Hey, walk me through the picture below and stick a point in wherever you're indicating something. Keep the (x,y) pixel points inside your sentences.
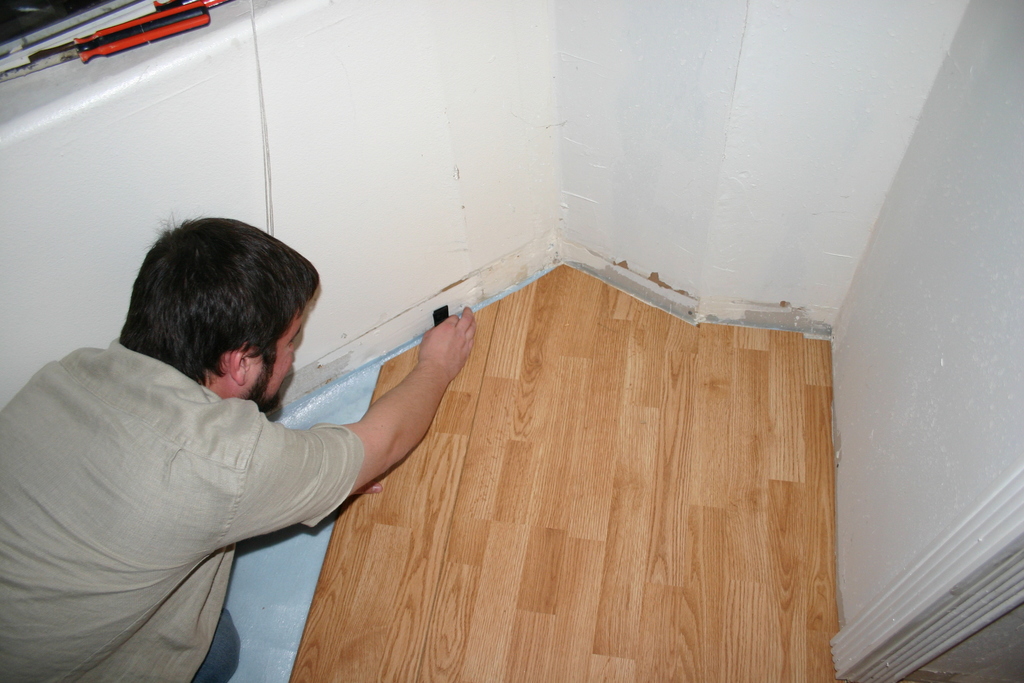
A person (264,456) is present at the left (270,400). There is a wooden surface (607,448). There are walls (802,74) surrounded.
